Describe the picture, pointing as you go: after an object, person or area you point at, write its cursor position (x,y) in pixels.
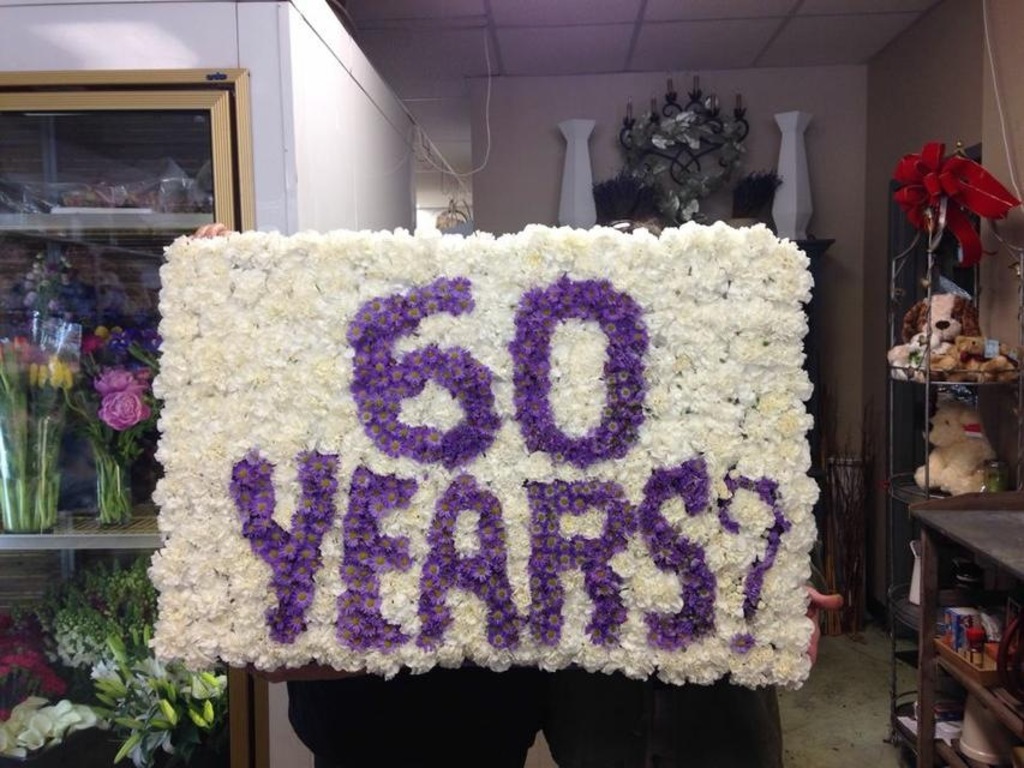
in this image there is a person (403,677) holding a board (372,380) decorated with flowers (325,493), beside him there is a cupboard (47,129) with bouquets (91,419). On the right side of the image (991,329) there are toys (934,484) arranged in a rack (929,499) and beside the person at the top (682,198) there are two pots (783,234) and some other objects (604,201) placed in a rack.
